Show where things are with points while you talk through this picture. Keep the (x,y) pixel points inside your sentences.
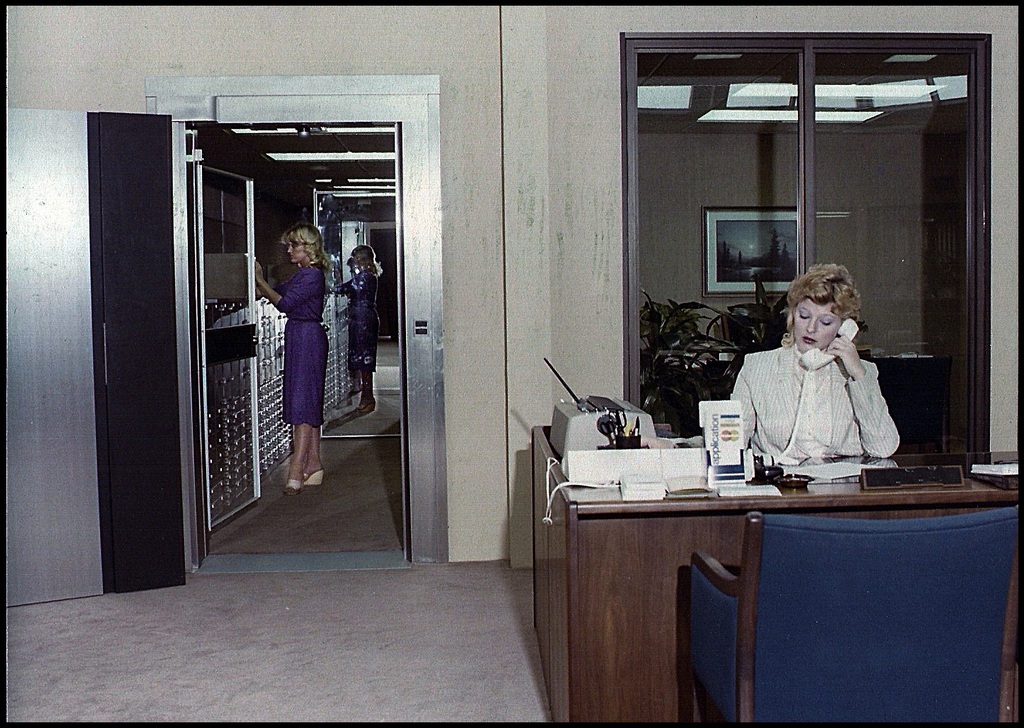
The person (737,386) wearing a white coat (737,386) is sitting and talking in a phone (821,361) and there is table (798,505) and chair (802,550) in front of her and the other person (307,346) wearing violet dress (294,344) is doing something in the room (232,399) and there is a mirror (323,313) beside her.
